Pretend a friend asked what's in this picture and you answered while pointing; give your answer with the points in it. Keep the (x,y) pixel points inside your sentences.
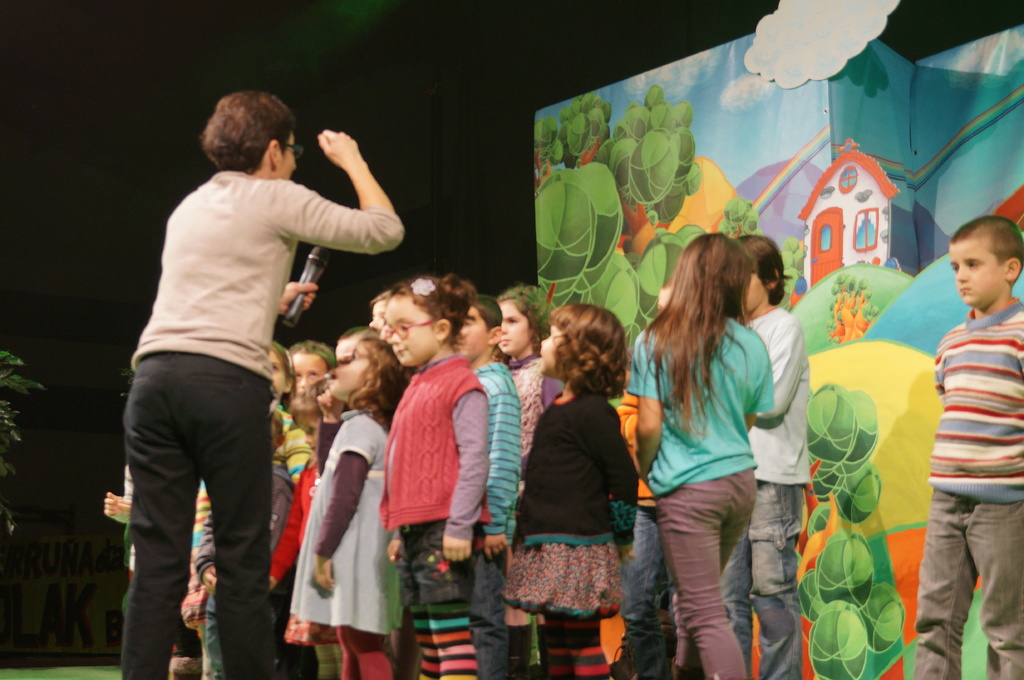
In this image, we can see a kids (551,460) and women (218,534) are standing. Here a woman (191,351) is holding a microphone (318,255). Background (548,270) we can see decorative objects (711,222), dark view, plant leaves (5,460) and banner (80,595).
